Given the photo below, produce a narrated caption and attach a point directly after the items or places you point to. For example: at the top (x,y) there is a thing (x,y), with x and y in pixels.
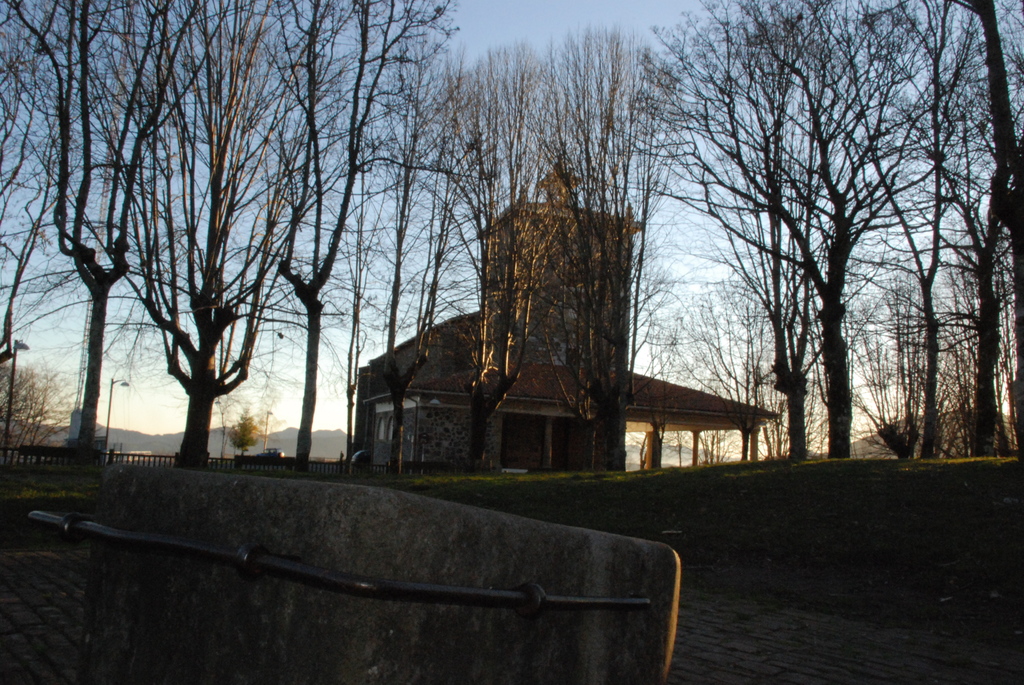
This picture is clicked outside the city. At the bottom of the picture (411,629), we see a stone block (235,583) and beside that, we see an iron railing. There are many trees (185,453) and a building (691,414) in the background (596,319) and we even see street lights (13,404). At the top of the picture (485,45), we see the sky (816,345) and at the right bottom of the picture (870,533), we see the grass (797,527).
